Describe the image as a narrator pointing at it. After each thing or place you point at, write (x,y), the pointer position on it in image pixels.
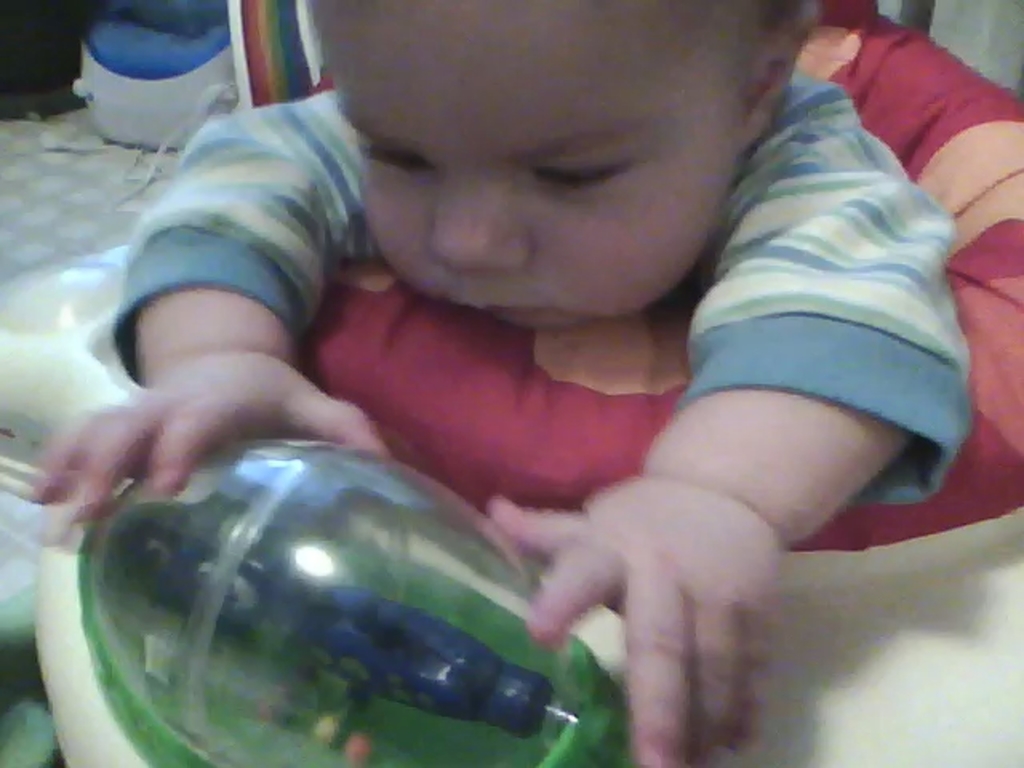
In the image we can see there is a baby (438,267) sitting in the walker (887,670) and there is a leg massager (137,100) kept on the floor (68,206).
